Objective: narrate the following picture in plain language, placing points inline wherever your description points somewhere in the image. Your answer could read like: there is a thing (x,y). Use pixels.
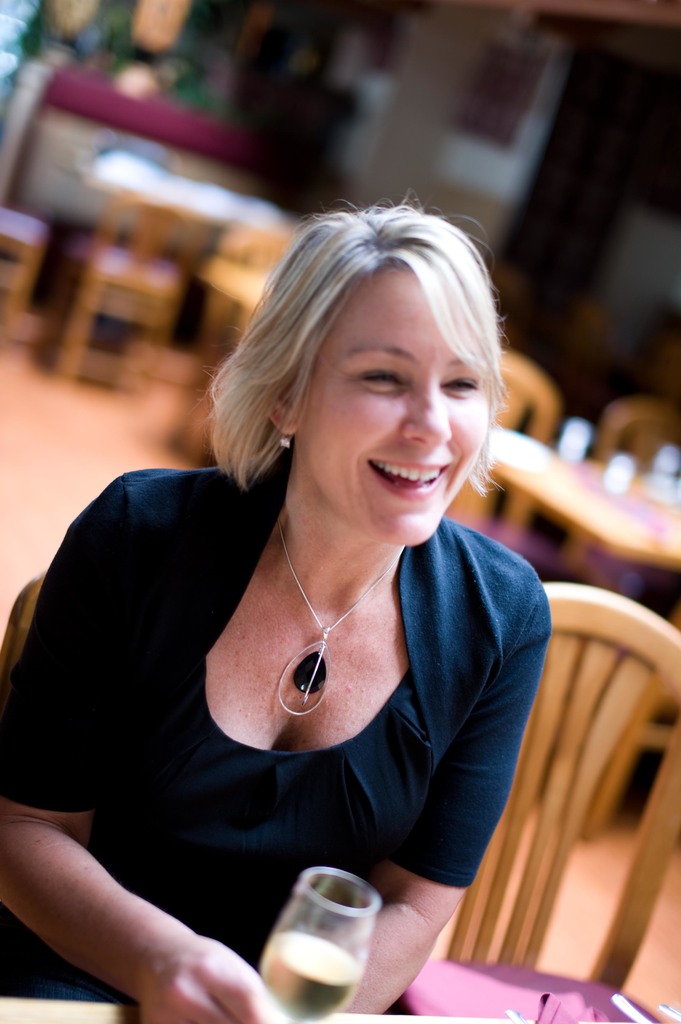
In the image we can see a woman (258,685) sitting, wearing clothes (318,770), neck chain (301,670), earring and she is smiling. She is holding a wine glass (290,944) in her hand (216,965). Here we can see chairs (576,808), tables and the background (593,482) is blurred.
